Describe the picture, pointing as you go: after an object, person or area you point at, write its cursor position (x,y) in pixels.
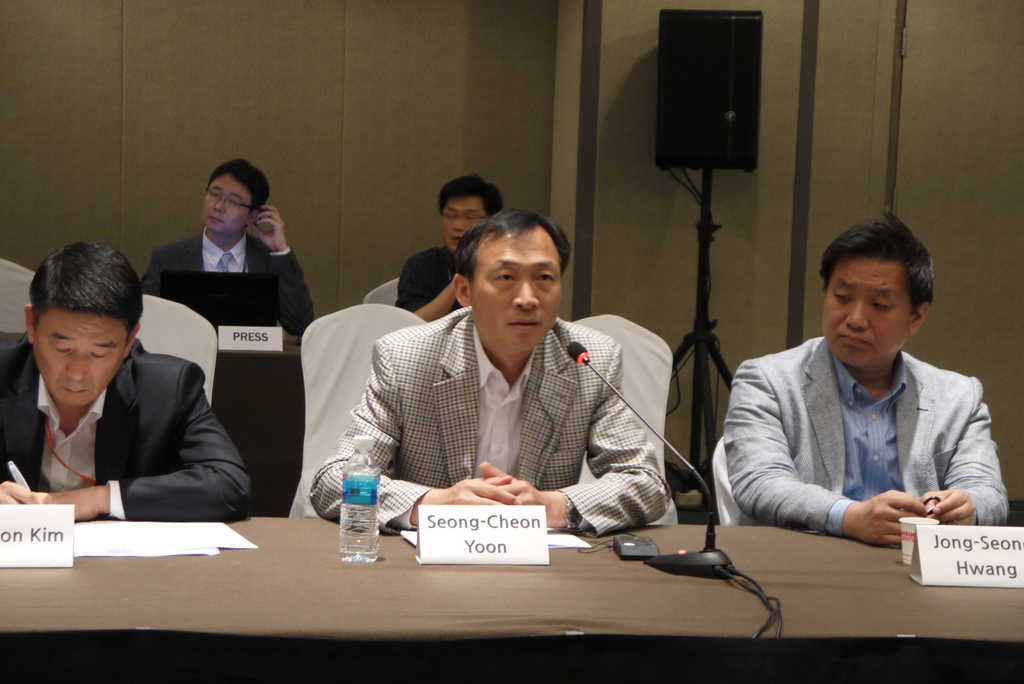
There are five men (507,294) present in the middle of this image (490,421). We can see name boards (450,531), a mic (700,472) and a bottle (369,549) present on the surface (331,557) which is at the bottom of this image (551,589). We can see a wall (500,137) in the background (546,188). There is a tripod stand (702,249) and a speaker box (722,115) is present on the right side of this image (729,136).
